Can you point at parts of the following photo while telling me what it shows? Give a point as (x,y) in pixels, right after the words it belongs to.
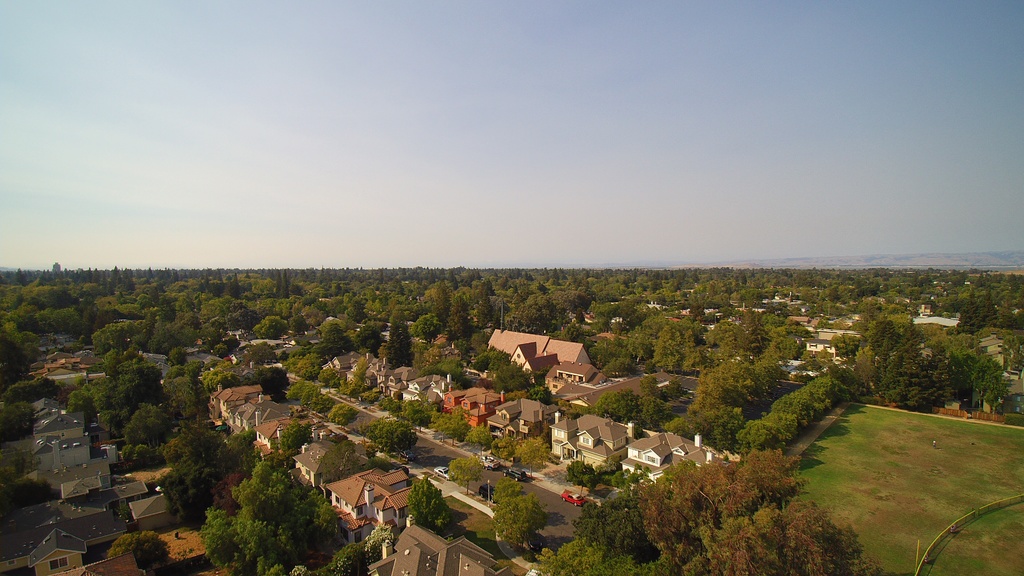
In this picture we can see some grass (855,478) on the ground (939,466). There is a fence (978,511) in the bottom right (951,531). We can see a few houses (529,344), trees (489,353) and some vehicles (484,484) on the road (416,450). There is the sky (402,80) on top of the picture (519,69).
